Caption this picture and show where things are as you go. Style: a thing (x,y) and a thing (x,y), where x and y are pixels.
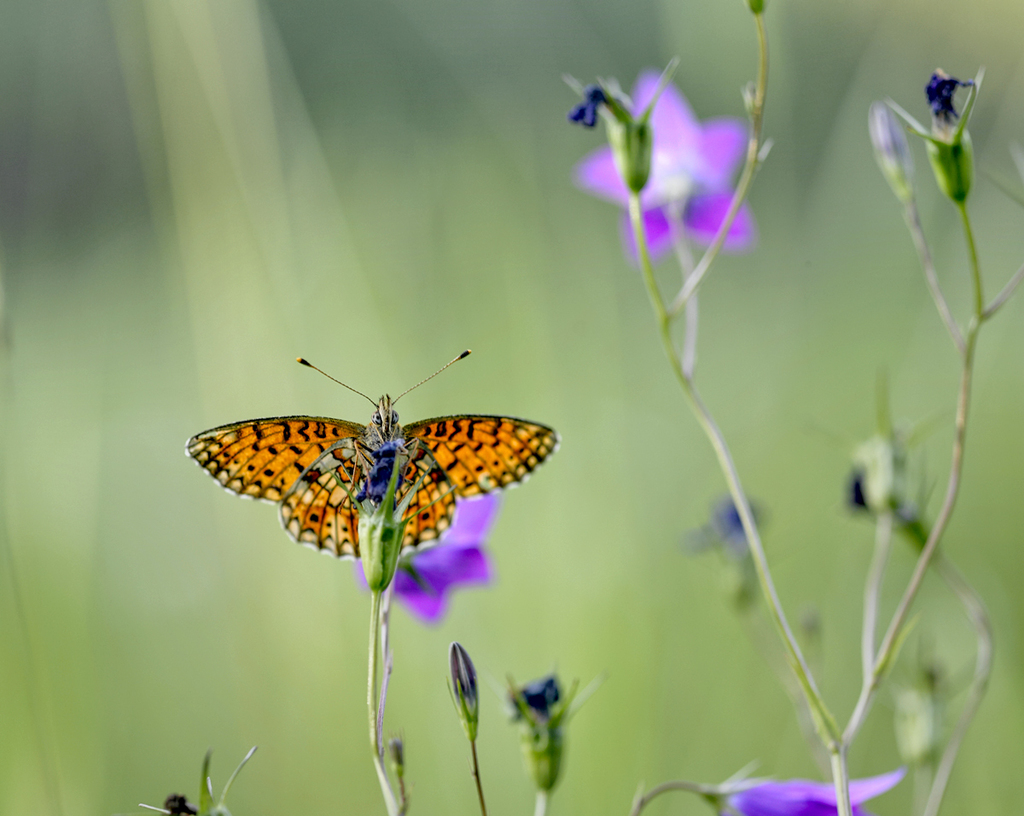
In this image we can see a butterfly (414,507) on the flower (381,565).
